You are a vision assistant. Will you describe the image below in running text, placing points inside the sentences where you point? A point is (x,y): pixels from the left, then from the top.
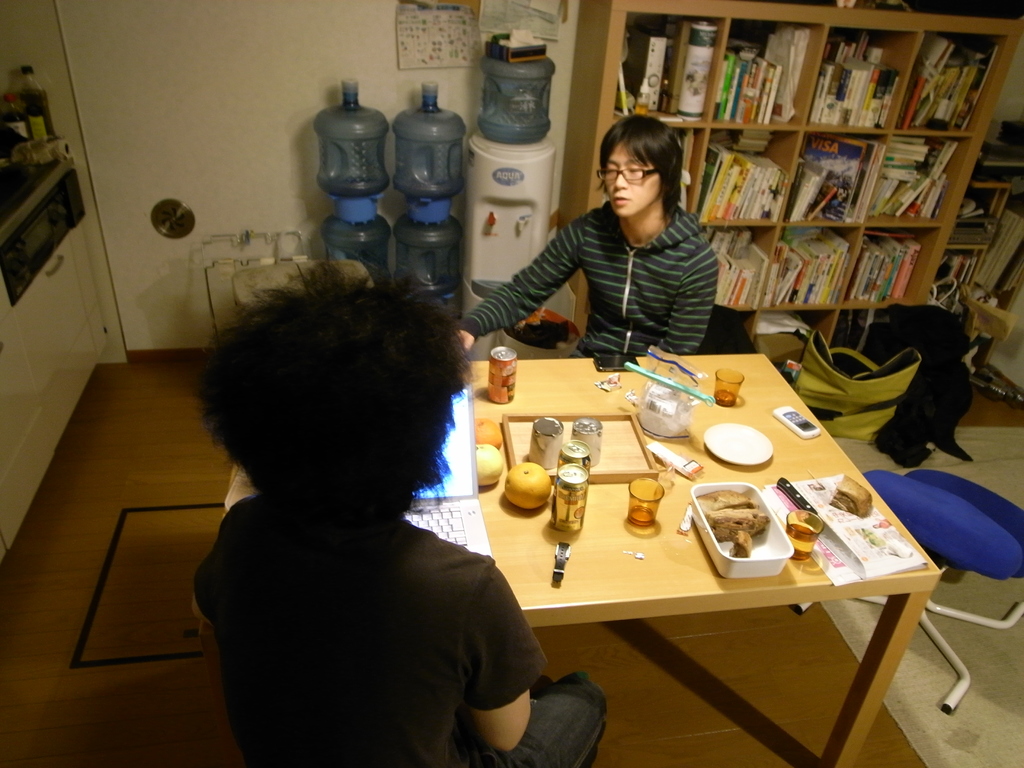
In this image there are two persons (477,593), one is looking into the laptop (460,517). There are tins (505,369), box (510,459), glass (818,522), plate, knife (796,487) and paper (891,531) on the table (613,517). At the back (690,117) there are books (825,92) in the cupboard (603,49), at the right side of the image (949,497) there is a chair (959,508) and bag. There are water bottles (336,172) beside the cupboard (998,47) and there is a calendar (443,49) on the wall (484,42).
